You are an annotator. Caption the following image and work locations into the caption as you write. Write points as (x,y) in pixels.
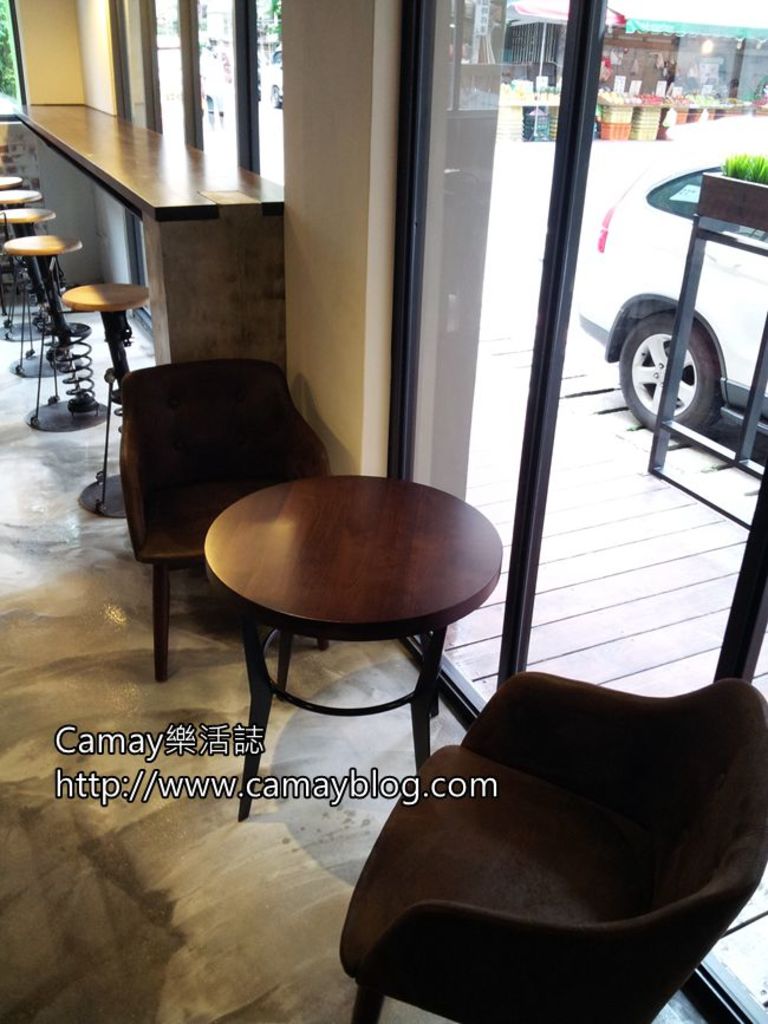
In this image, we can see few stools (81,299), chairs (176,492), table (400,614). At the bottom (229,979), there is a floor (133,900). Background (684,480), we can see glass doors (504,330). Through the glass (545,214), we can see the outside view (601,146). Here we can see few vehicles (666,250), some stalls (618,104), house (639,87). Here we can see a plant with pot (743,190). At the bottom (321,794), we can see a watermark (169,785) in the image.
